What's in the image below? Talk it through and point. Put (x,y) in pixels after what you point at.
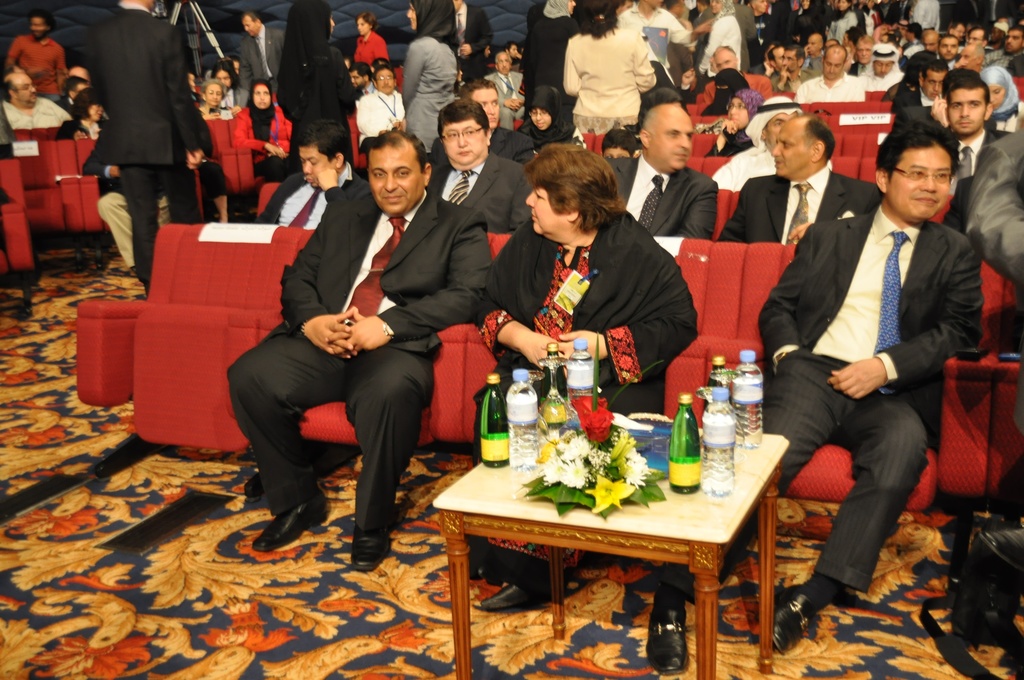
In the image few people (578,30) are sitting and standing. In the middle of the image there is a table (519,500), On the table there are some bottles (576,381) and there is a flower bouquet (598,464).
